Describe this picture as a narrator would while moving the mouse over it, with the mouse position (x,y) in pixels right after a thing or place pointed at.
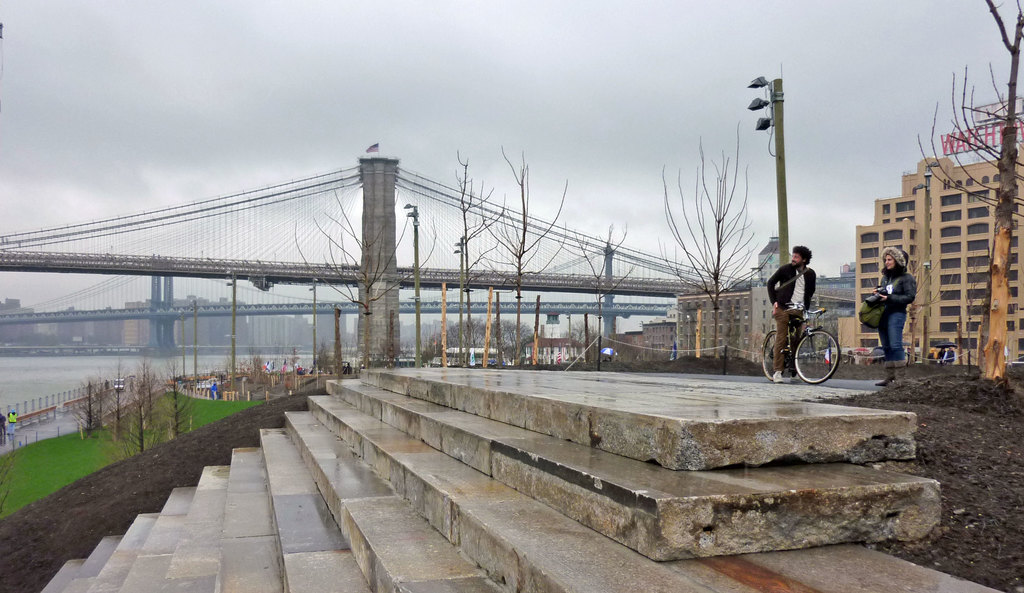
There are steps (345,449). On the right side (783,335) there is a person (790,285) on the cycle (807,312) and another person (890,290) wearing a jacket (894,302) and holding a bag (877,310). Also there is a tree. In the back (949,222) there are buildings (971,218), bridges (428,225) with pillars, trees (524,252), grass lawn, light pole (781,183) and sky (190,115).
